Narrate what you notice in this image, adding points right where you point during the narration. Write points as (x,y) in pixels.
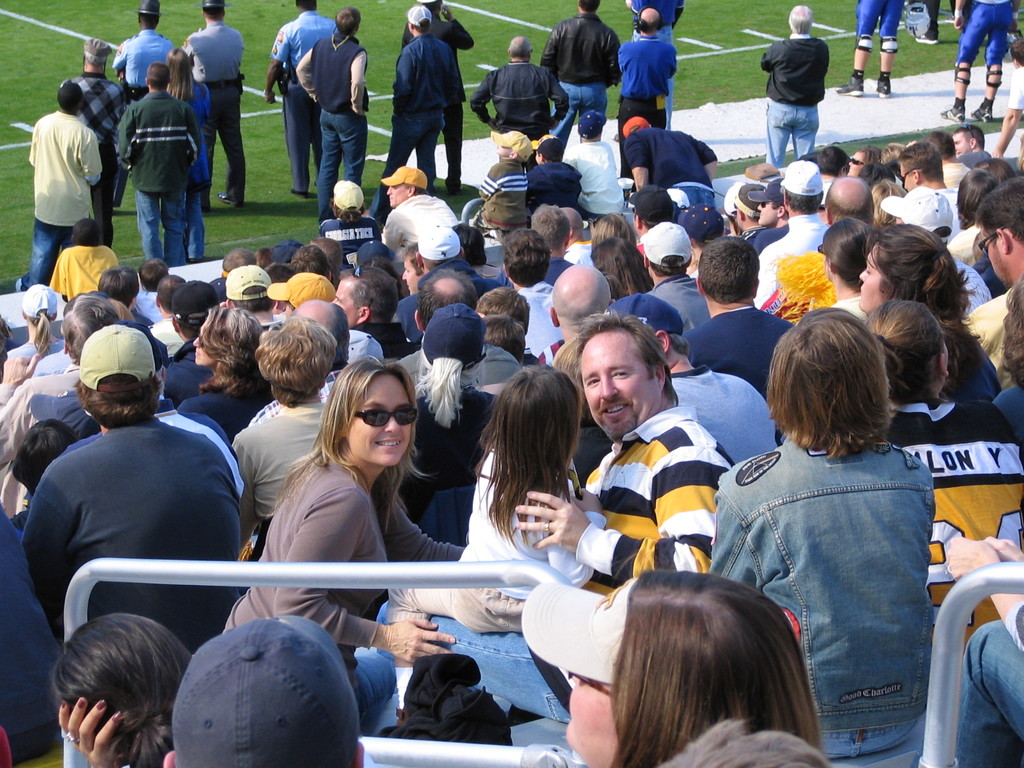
In this image we can see a group of people (693,477) are sitting in the stadium (477,148). There are many people (527,78) are standing on the grassy ground (63,48). There is a grassy ground (34,56) in the image.
